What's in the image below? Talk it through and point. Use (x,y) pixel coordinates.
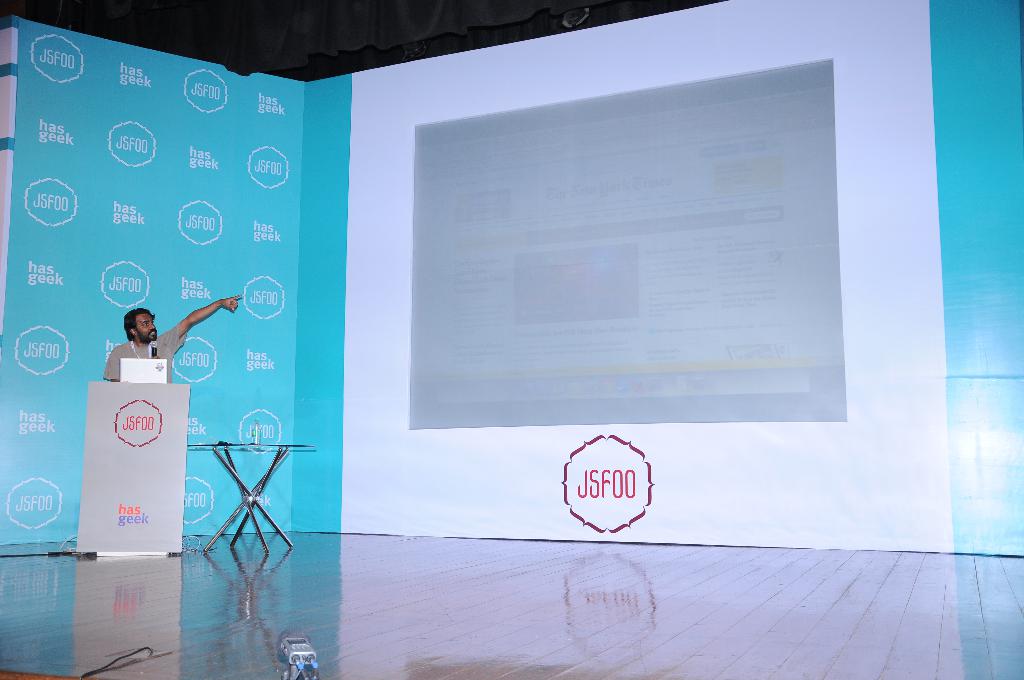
In this picture I can see there is a man (152,328) standing here, behind the wooden frame (108,517) and there is a microphone (152,340) and in the backdrop (204,178) there is a banner (204,178) and there is a white screen (710,519) and there is something displayed on the screen (538,414).
